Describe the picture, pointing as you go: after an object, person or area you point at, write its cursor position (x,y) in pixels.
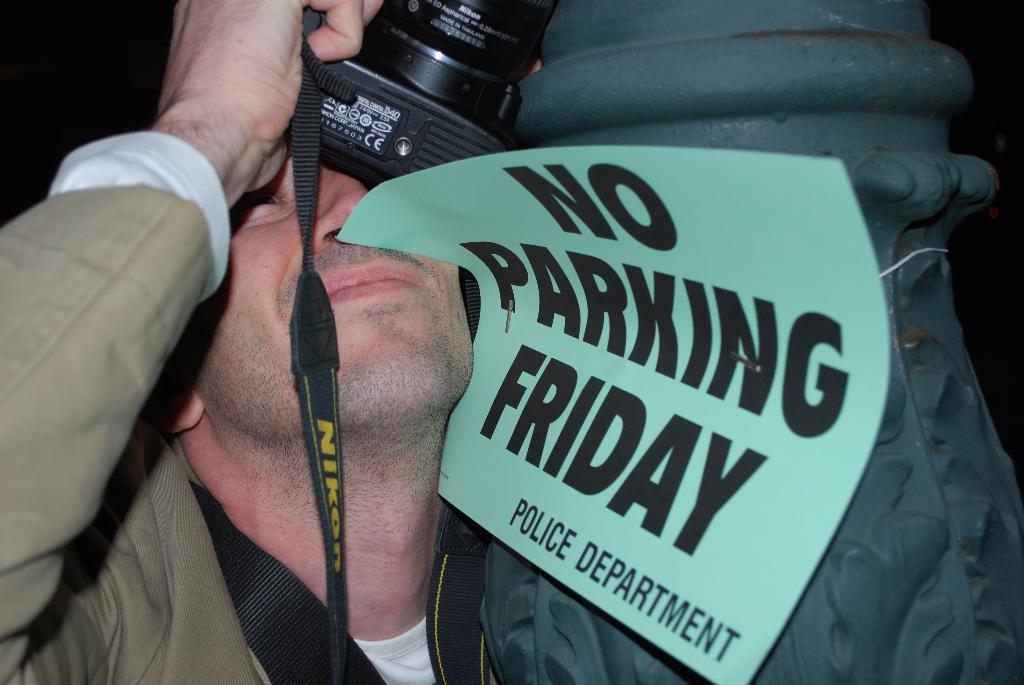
The man (348,404) is holding a camera (370,68) in this image with a paper (763,313) where we can read no parking police department is touching his face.
